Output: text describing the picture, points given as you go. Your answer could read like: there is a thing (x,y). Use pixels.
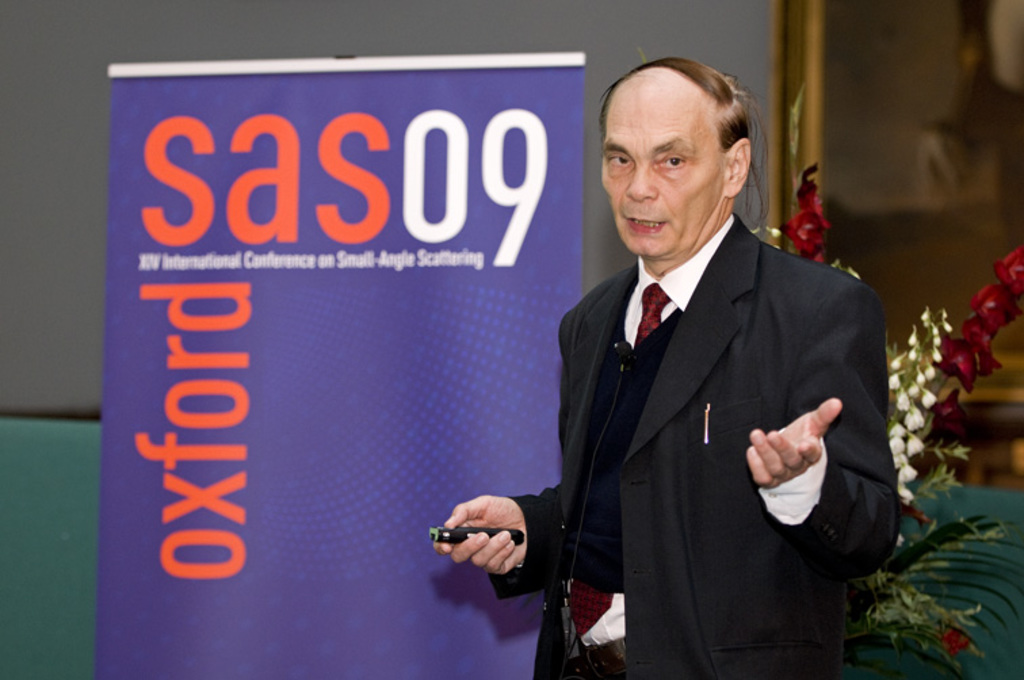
In this image, we can see an old person (667,414) in a suit (631,494) is holding an object (471,538) and talking. Background (392,570) we can see a banner (422,337), wall (622,46), photo frame (905,327), flowers (906,403).
